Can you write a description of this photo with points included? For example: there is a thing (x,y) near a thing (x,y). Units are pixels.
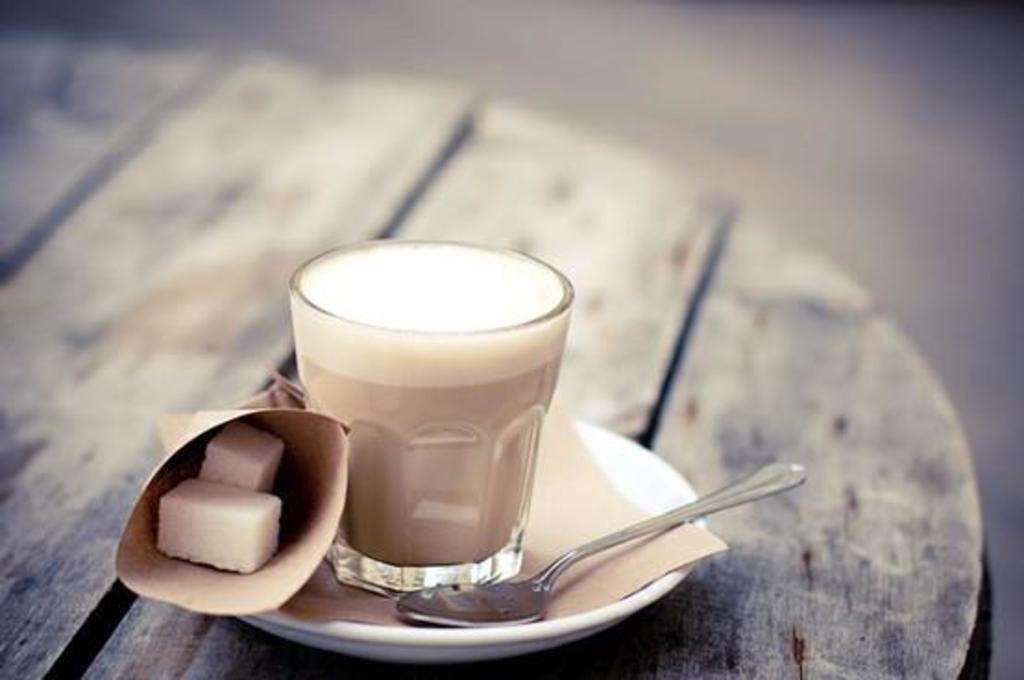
This a zoomed in picture. In the center (666,246) there is a wooden table (726,679) on the top of which plate (429,642) is placed and we can see a glass (445,352) of drink (430,397), spoon (452,586) and some food item (250,517) is placed on the plate (611,504). The background of the image (962,351) is blur.
